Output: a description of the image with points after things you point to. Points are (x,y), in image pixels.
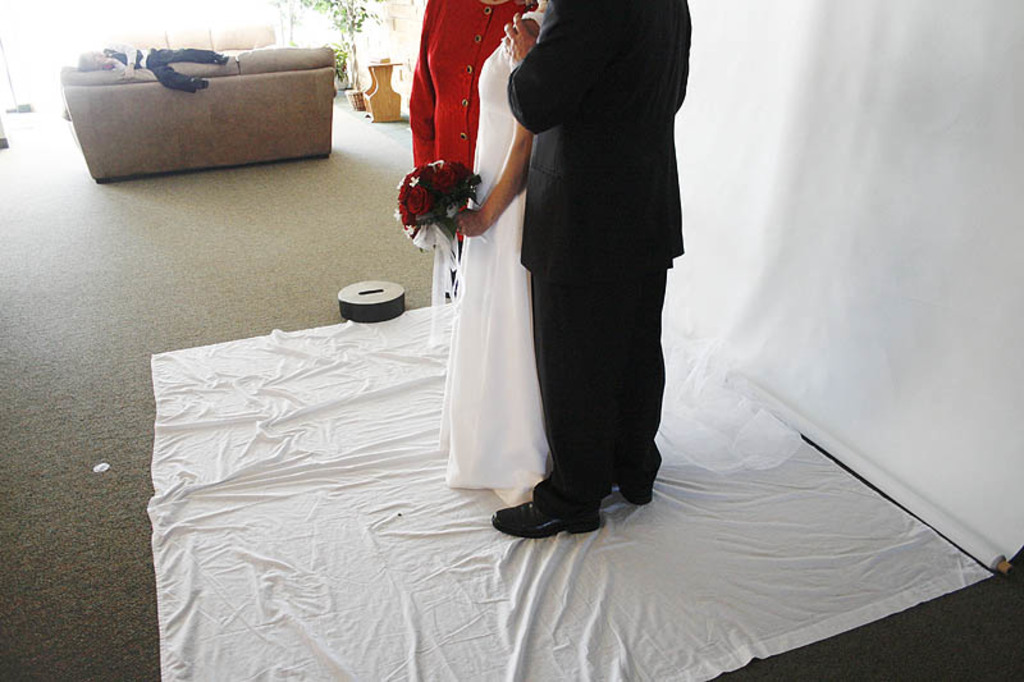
There are three persons (503,168) standing. The person (499,162) in the middle (485,293) is holding a flower bouquet (448,222). This is a white cloth (339,548) which is placed on the floor (112,450). This is a couch (227,89) on this a small kid (196,52) is sleeping. This looks like a houseplant (339,64).
